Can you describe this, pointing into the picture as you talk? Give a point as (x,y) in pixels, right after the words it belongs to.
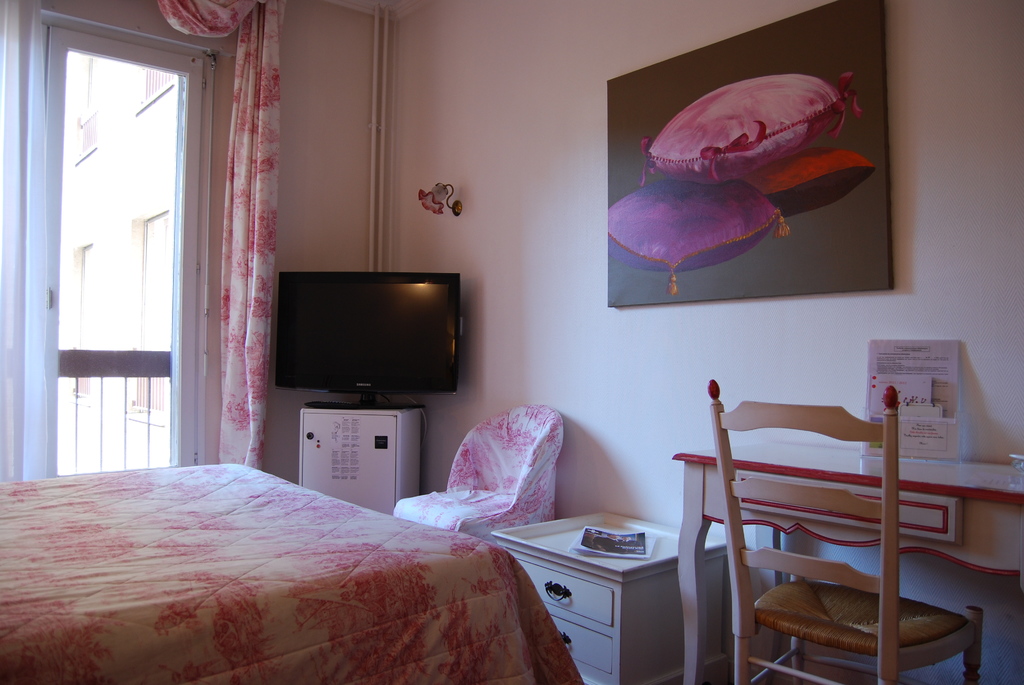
There is a bed (176,527) which is white and pink in color and there is a door (90,436) beside it and there is a television (370,351), chair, table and a picture (763,186) on the wall (833,302) in front of it.
